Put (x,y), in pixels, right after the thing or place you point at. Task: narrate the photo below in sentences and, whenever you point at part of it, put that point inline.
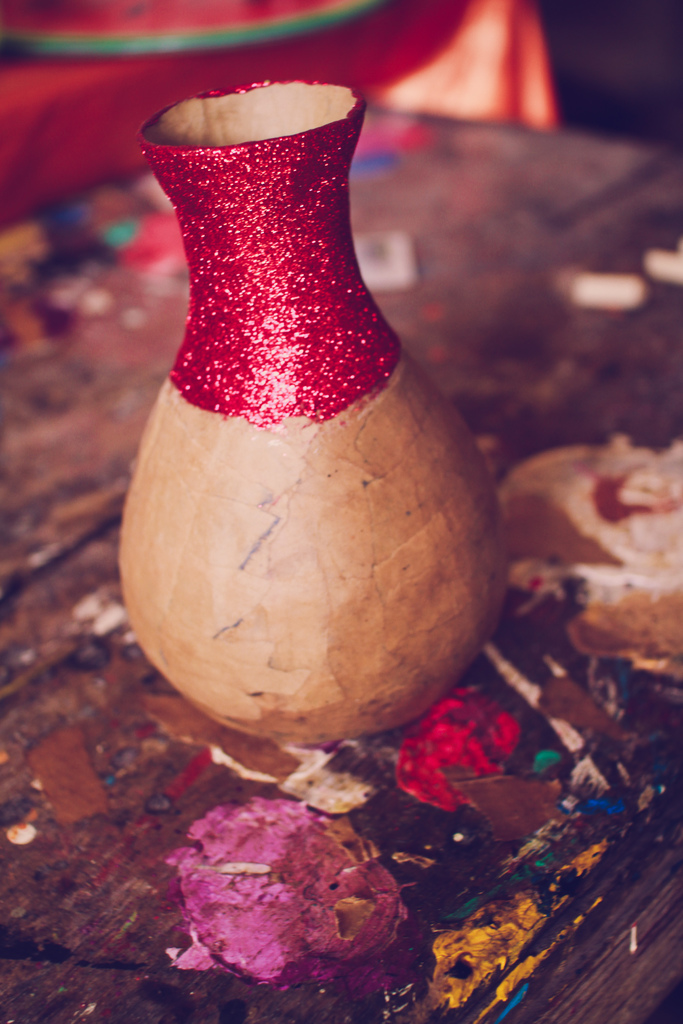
In this picture we can see a flower vase (291,449) in the front (293,349), at the bottom (343,843) there is a wooden surface (101,767), we can see a blurry background (425,43).
